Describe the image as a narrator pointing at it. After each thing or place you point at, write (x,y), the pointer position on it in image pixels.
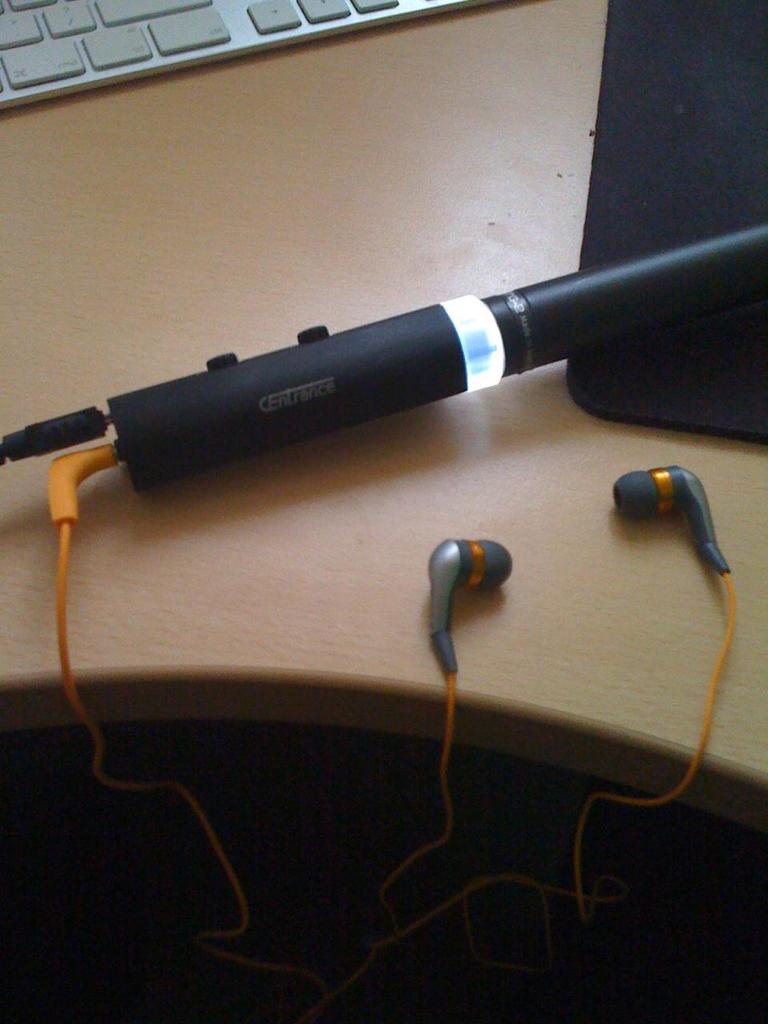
In this image I can see the cream colored desk (345,530) and on the desk (343,513) I can see an electronic gadget (367,388), earphones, a mouse pad (701,164) and a keyboard (241,46).
